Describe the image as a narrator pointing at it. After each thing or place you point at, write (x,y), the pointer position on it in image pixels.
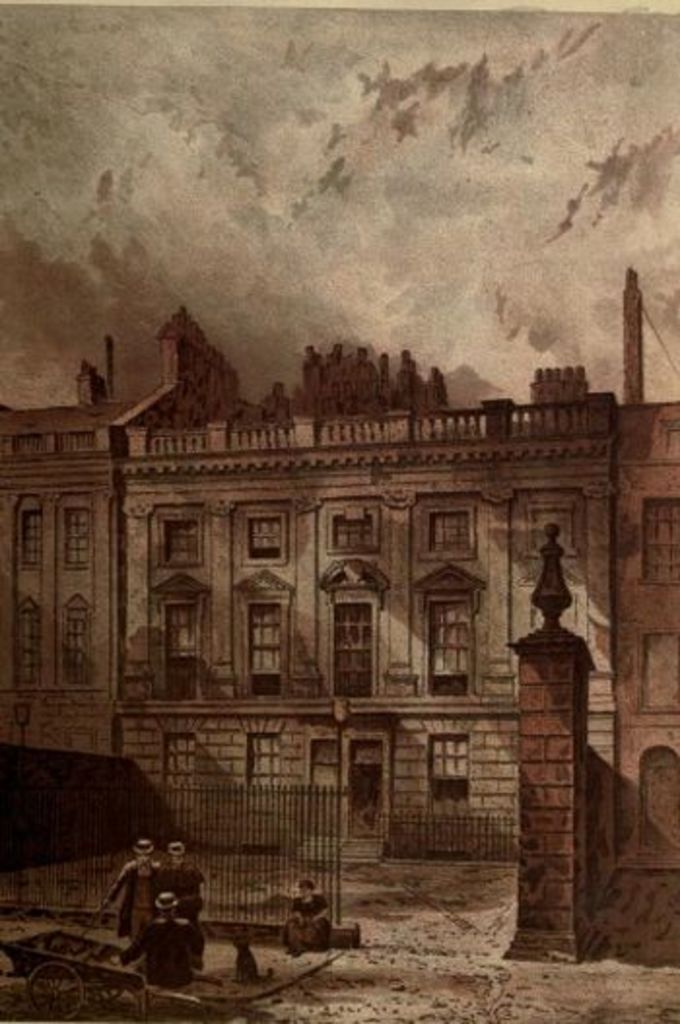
In this image we can see a picture of a building (348,597), a metal railing (292,792) in front of the building (281,767), a pillar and few people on the ground (302,958), an animal (244,966) and a cart (94,971) beside the person (159,905) and there are chimneys (358,389) on the building (410,575) and sky (466,184) in the background (419,185).
